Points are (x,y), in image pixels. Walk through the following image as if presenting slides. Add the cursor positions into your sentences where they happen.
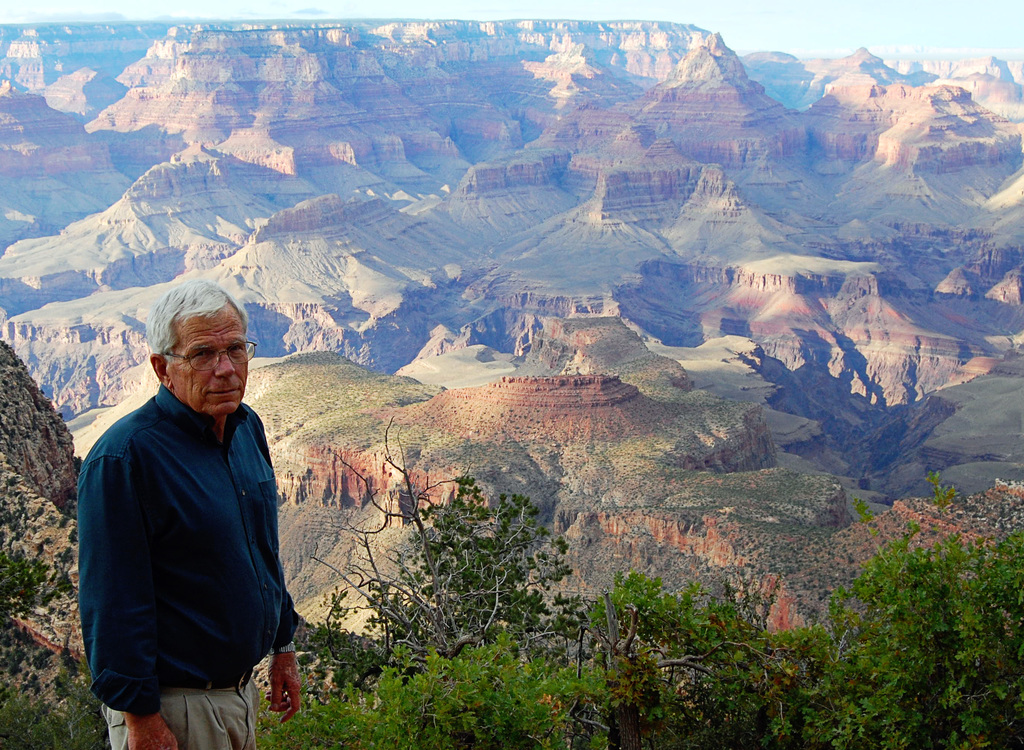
In this image I can see a person (235,470) standing and posing for the picture towards the left hand side of the image (135,411). I can see mountains (683,150) in the center of the image (596,291). I can see the sky (883,4) at the top of the image (772,4). I can see the trees (949,604) at the bottom of the image (458,561).
